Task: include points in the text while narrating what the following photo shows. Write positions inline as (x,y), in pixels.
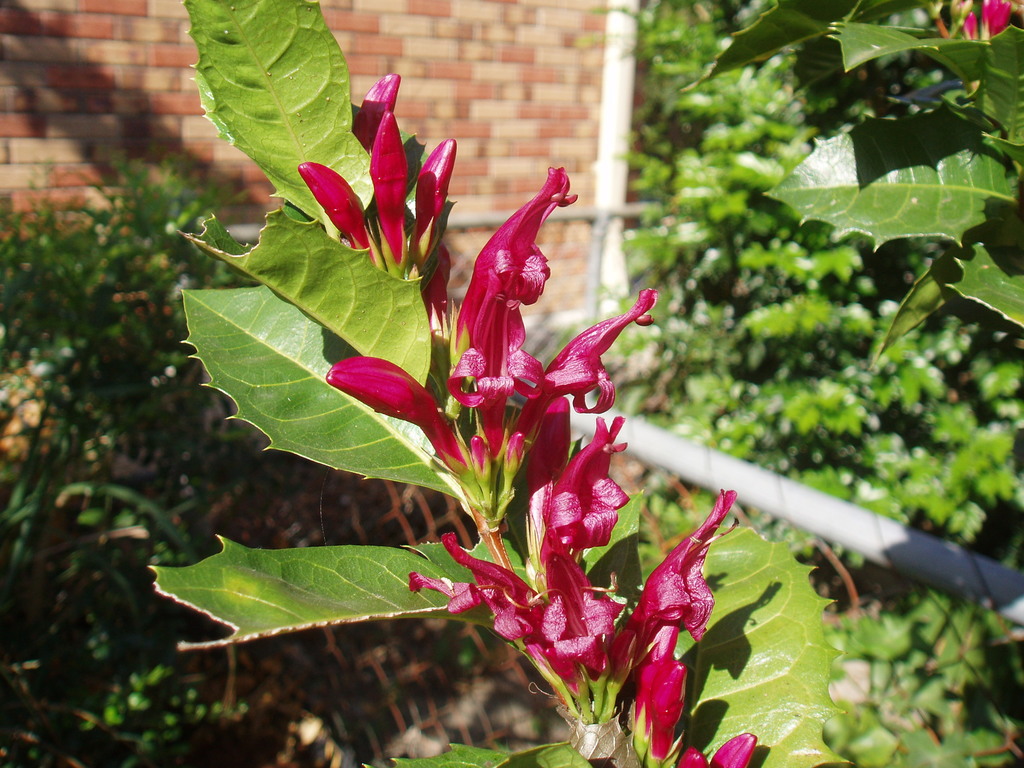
In this image there are pink flowers (566,470) in the middle (505,470). In the background (510,207) there is a wall (524,75). On the right side (807,208) there are plants (891,217). At the bottom (949,578) there is a pole (910,570).
